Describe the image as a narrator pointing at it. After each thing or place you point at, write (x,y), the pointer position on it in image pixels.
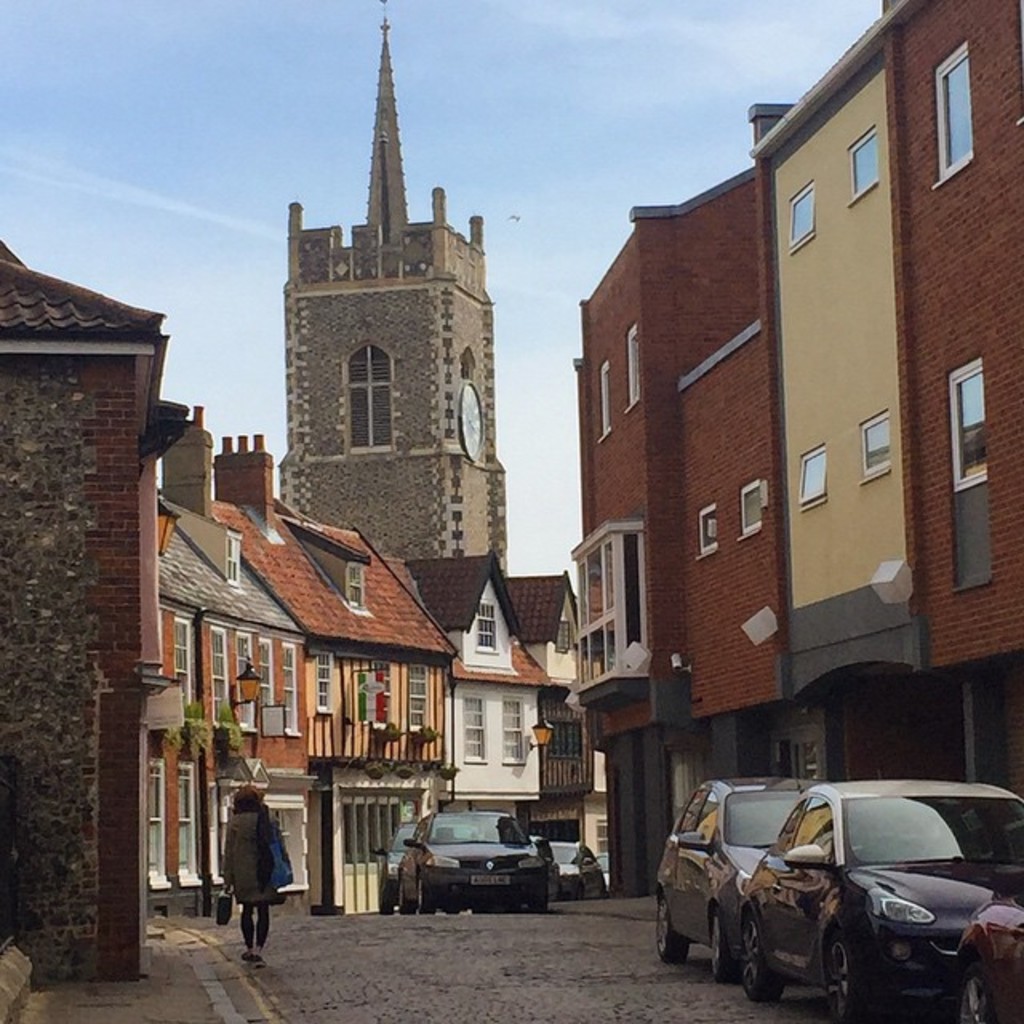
Vehicles (498,882) are on the road (495,920). Here we can see a person (237,901) is holding a suitcase (225,908). Background (475,702) there are buildings (378,750), plants (422,733), lights (541,734), clock tower (374,435) and windows (980,431). On this clock tower (446,426) there is a clock (464,415).
